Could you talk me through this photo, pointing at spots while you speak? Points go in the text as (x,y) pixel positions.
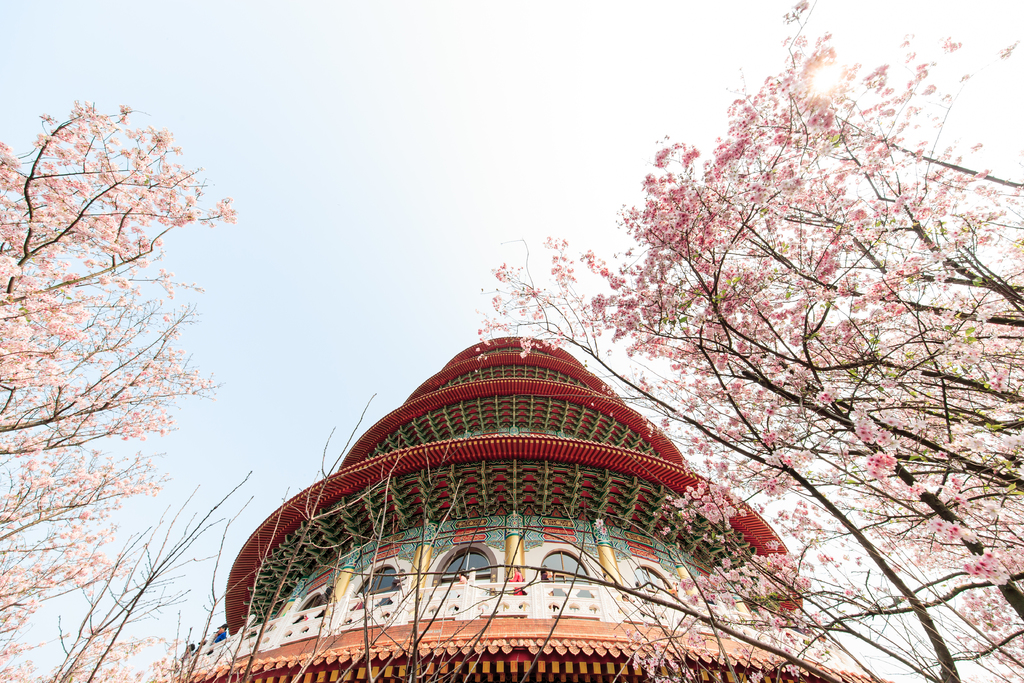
In this image we can see a building (494,504), railing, glass windows (453,563), people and other objects (603,562). On the left (140,267) and the right side of the image (911,288) there are trees (20,364). At the top of the image (438,141) there is the sky (637,190).
